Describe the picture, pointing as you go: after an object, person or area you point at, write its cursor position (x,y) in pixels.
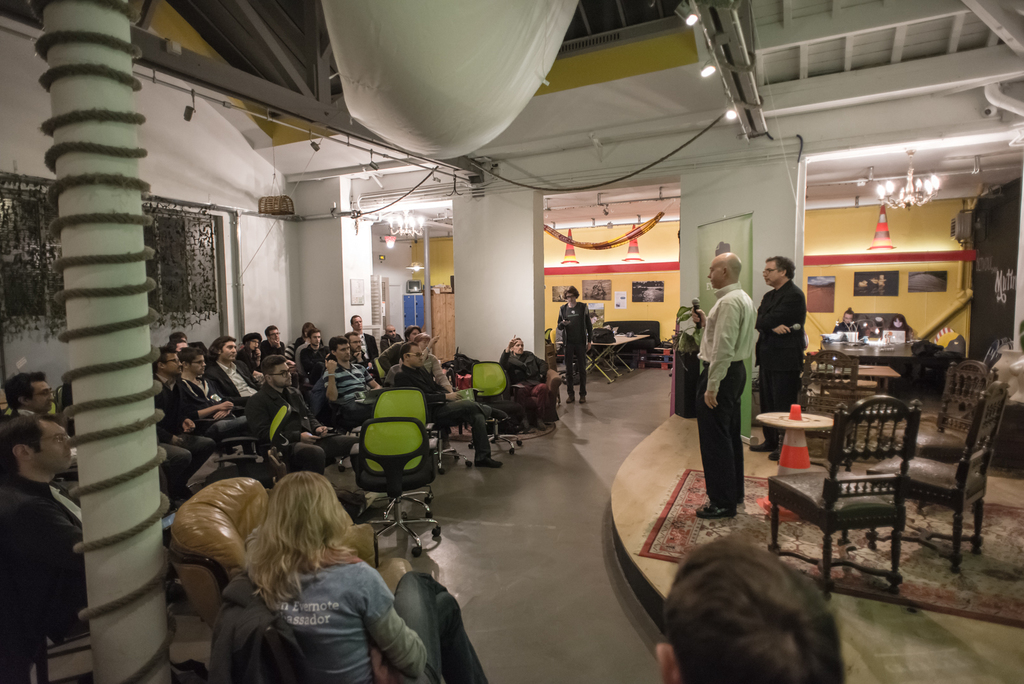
A man (720,267) is speaking with a microphone (693,304) in his hand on a stage (654,524). There are group of people (254,380) listening to him sitting in chairs (489,393).
